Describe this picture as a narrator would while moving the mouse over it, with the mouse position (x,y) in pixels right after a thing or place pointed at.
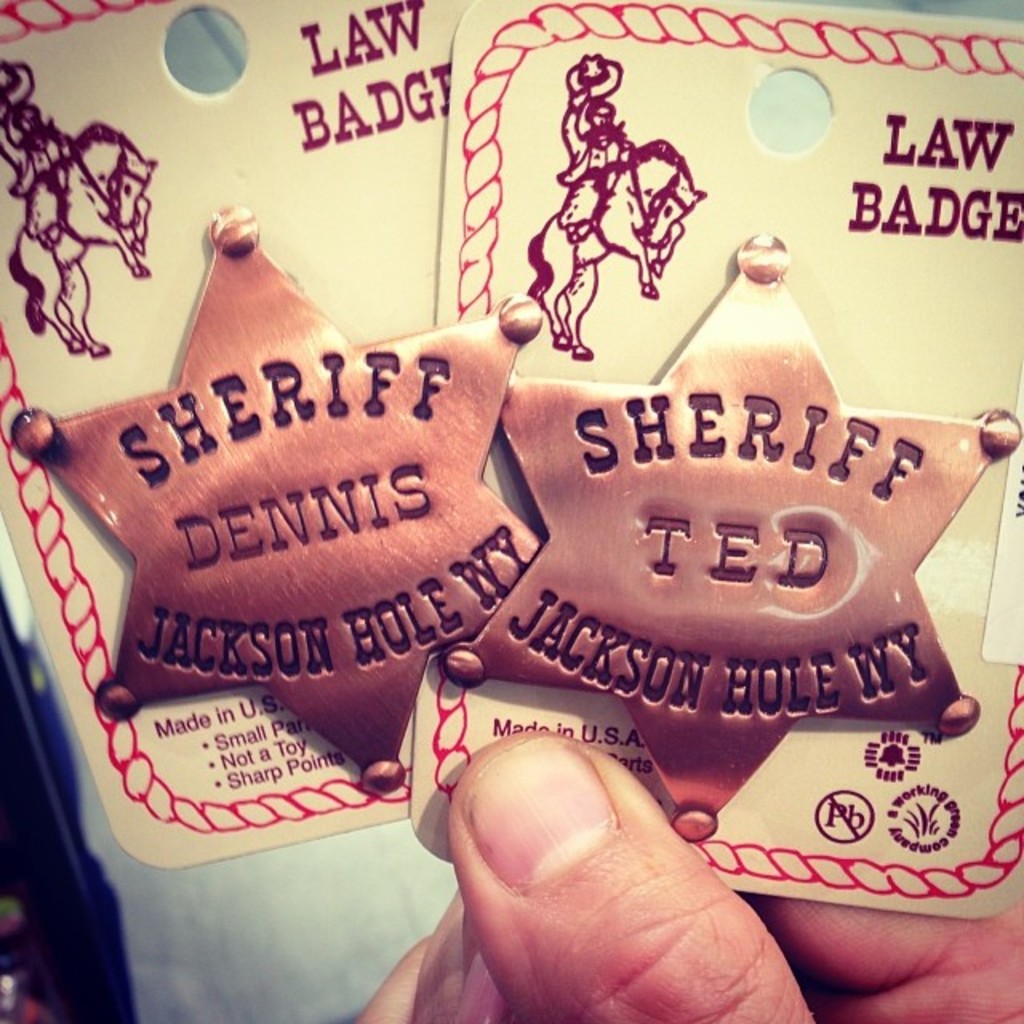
In this image I can see fingers (519,839) of a person (599,913) and I can see this person (599,913) is holding two white colour things (585,239). I can also see something is written on these things (185,170).
